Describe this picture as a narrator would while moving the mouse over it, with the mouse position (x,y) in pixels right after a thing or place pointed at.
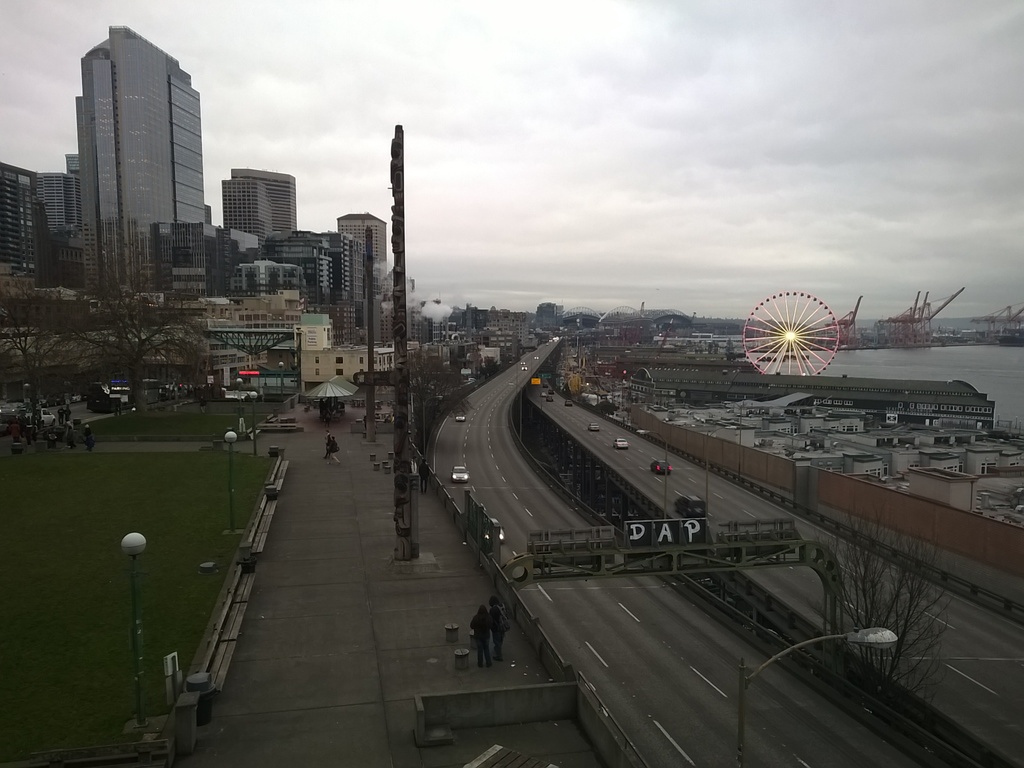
There is a road (668,602) and there are vehicles (548,394) moving on the road (543,584), beside the road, on the right side (808,300) there is a giant wheel (769,358) and behind that there is water (955,354) and in the left side (323,426) there is a footpath (329,609), street lights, a garden (114,473) and behind the garden (107,459) there are few trees (115,349), behind the trees (138,291) there are very tall buildings (290,255). There are many people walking around the footpath (364,576) and in the background (591,148) there is a sky (620,156).
